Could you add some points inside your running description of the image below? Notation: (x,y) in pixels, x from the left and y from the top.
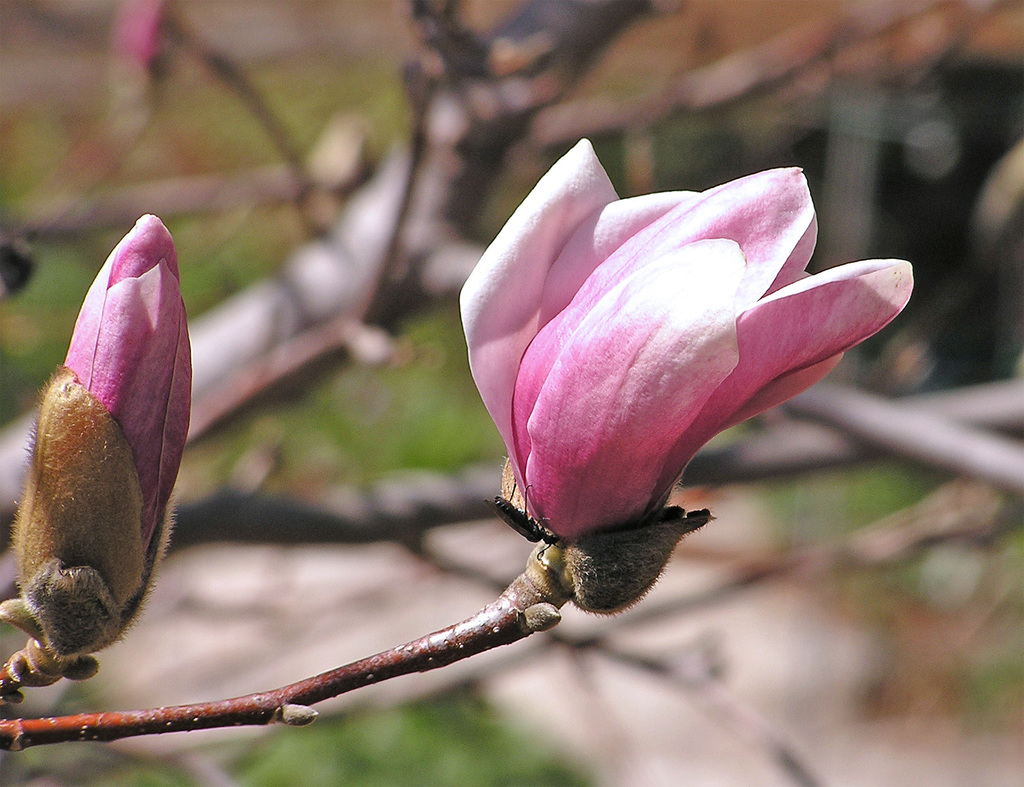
In this image, we can see a flower (512,462) and there is a bud (125,451) and an insect (552,540). In the background (161,94), there are plants (452,161).
